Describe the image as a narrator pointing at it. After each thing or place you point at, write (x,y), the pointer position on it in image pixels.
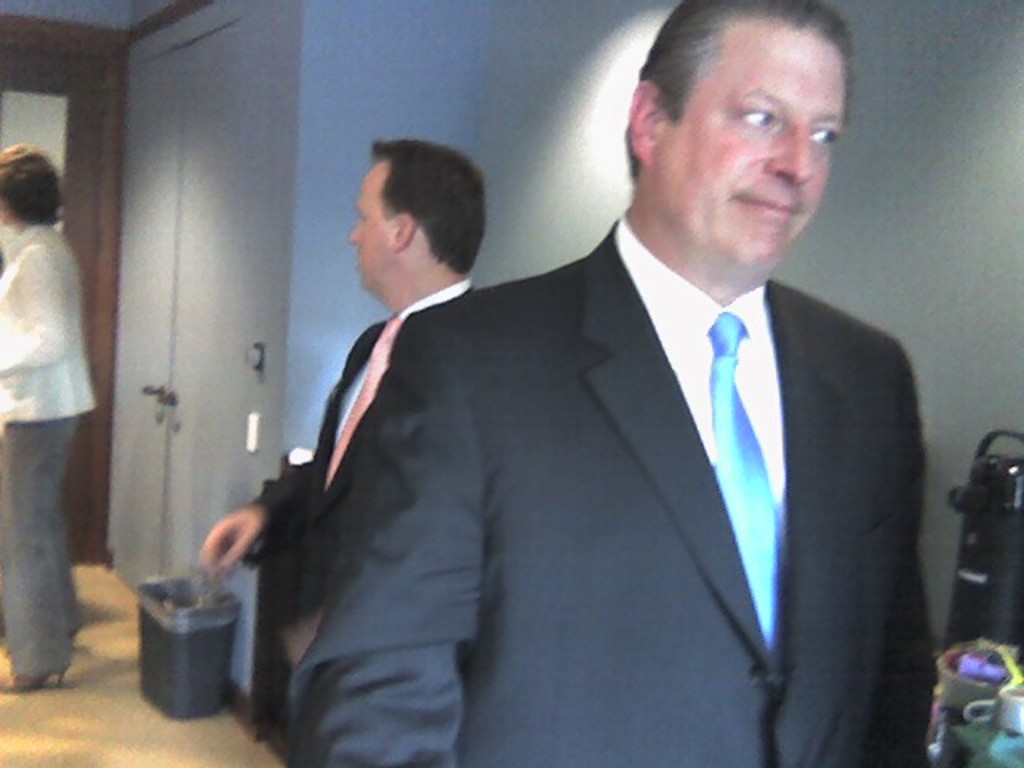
Here in this picture we can see people (549,508) standing on the floor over there, some of them are wearing coats (410,406) on them and on the left side (213,666) we can see a dustbin (227,667) present on the floor (121,688) over there and we can see door (129,445) present and on the right side (982,487) we can see something present over there.
